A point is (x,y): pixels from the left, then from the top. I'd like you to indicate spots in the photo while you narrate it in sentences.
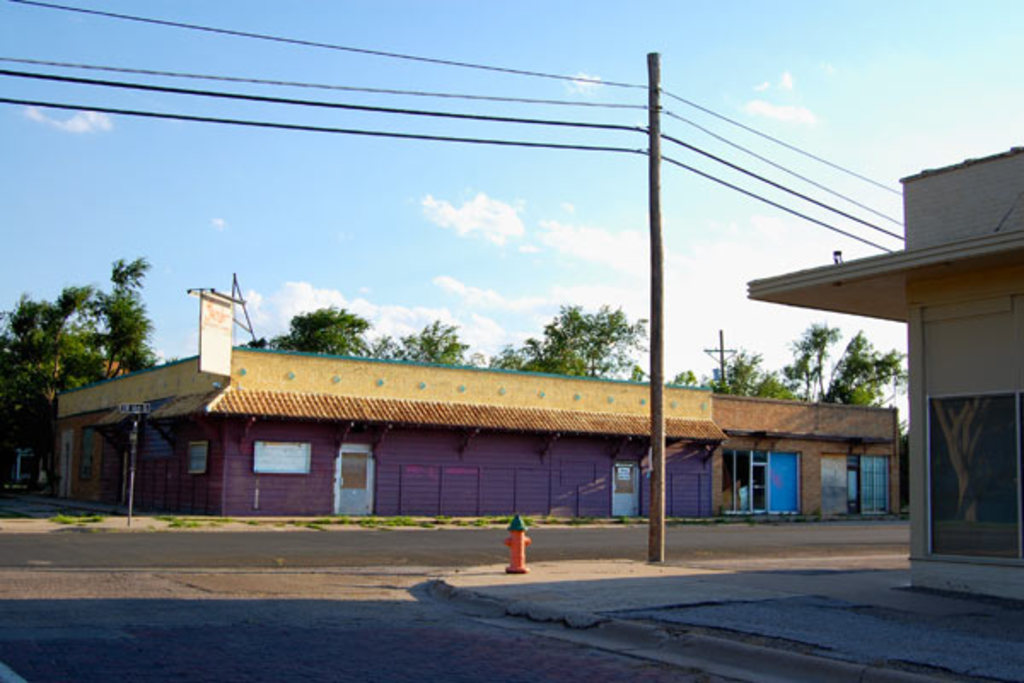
In this image on the right side (989,410) and in the center (528,424) there are some houses (942,459), and in the center (659,352) there is one pole (657,384) and some wires (496,145). At the bottom (315,582) there is a road (106,602), footpath (528,580) and one fire hydrant (513,550). In the background (62,378) there are some trees (356,339) and one board (221,330), on the top of the image (483,167) there is sky (484,149).
